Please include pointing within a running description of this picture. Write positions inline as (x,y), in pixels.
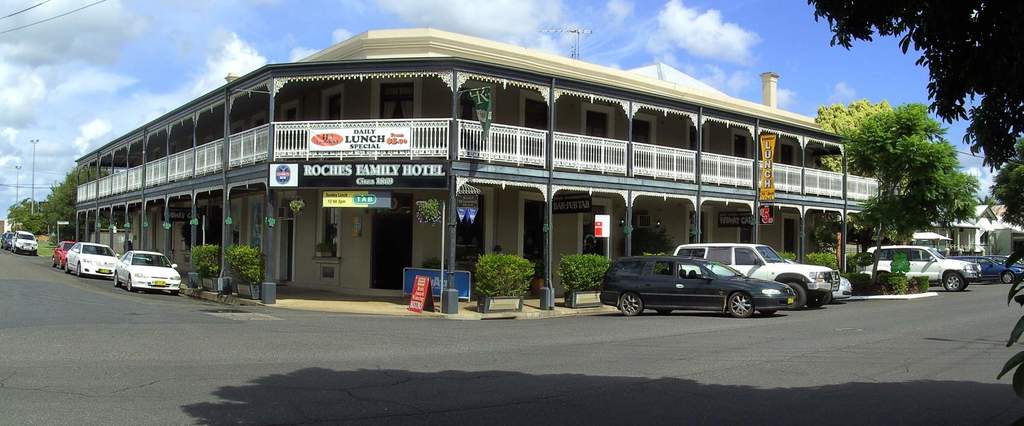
On the right side of the picture (1004,113) there are trees (928,195), cars (957,262) and building (977,243). In the center of the picture (536,273) there are plants (511,287), trees (872,166), hoardings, towers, cables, building (430,147). In the foreground (421,366) it is road (527,342). It is sunny.
